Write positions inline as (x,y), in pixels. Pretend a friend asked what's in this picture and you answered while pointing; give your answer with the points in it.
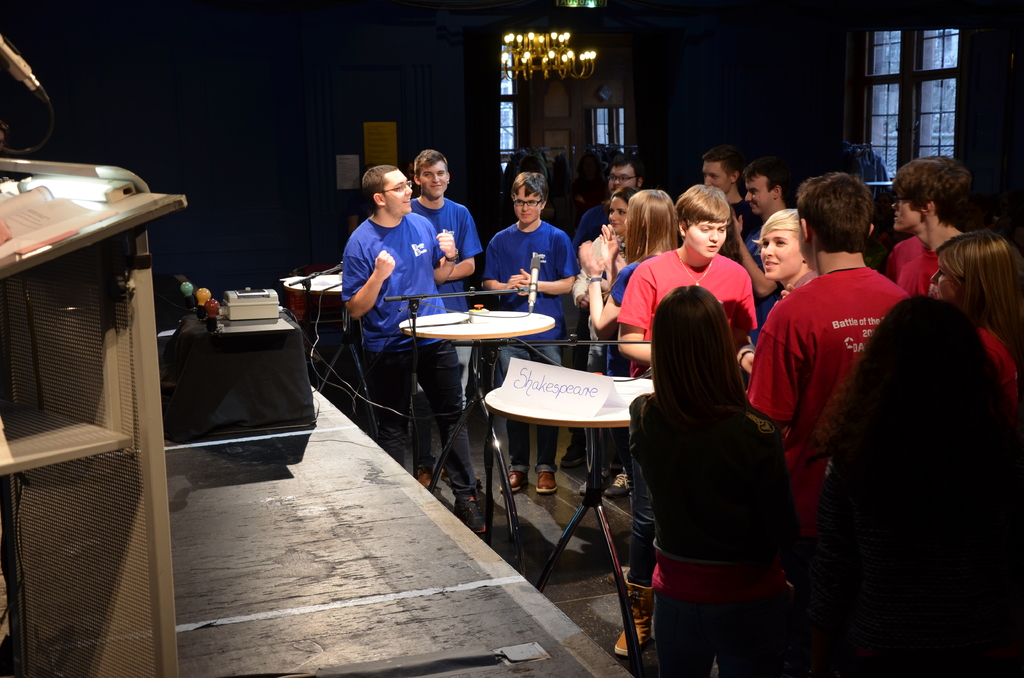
In this Image I see number of people (467,457) who are standing and there are tables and mics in front of them, I can also see an equipment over here. In the background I see the windows (507,104) and the lights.
